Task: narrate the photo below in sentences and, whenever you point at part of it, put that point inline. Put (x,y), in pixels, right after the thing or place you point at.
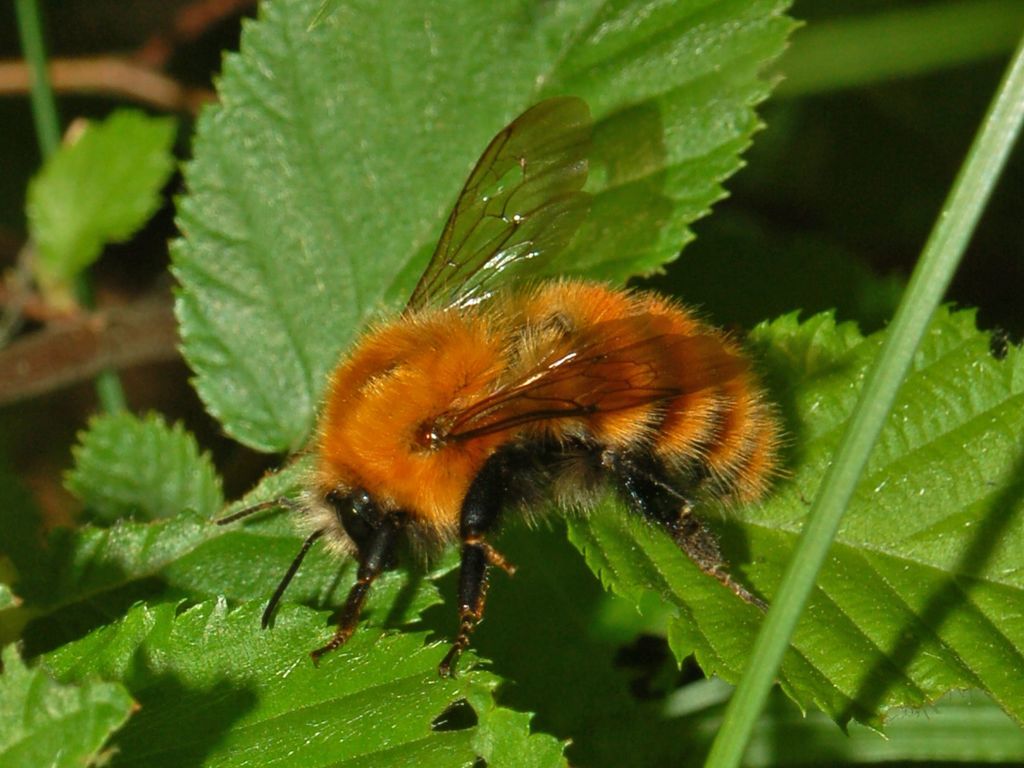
In this image I can see a bee (390,416) on the leaves (290,544). On the right side (839,487) there is a stem (846,485). The background (153,16) is blurred.
